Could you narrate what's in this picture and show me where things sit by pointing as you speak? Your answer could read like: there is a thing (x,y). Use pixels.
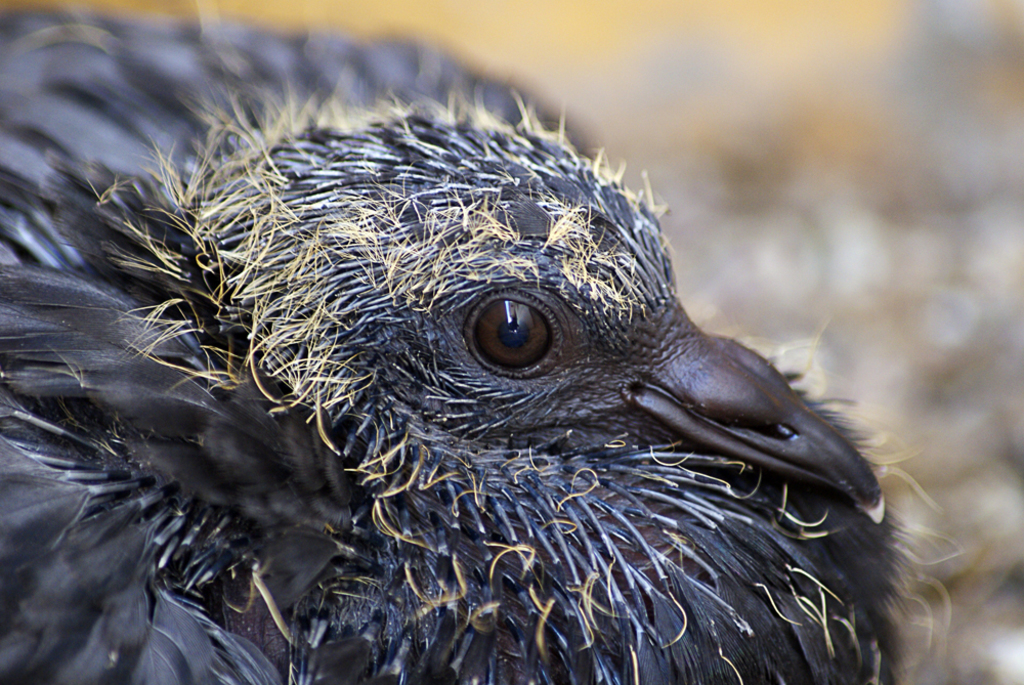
In this image I can see a black colour bird (473,249) in the front (503,205). I can also see this image is blurry in the background (756,237).
